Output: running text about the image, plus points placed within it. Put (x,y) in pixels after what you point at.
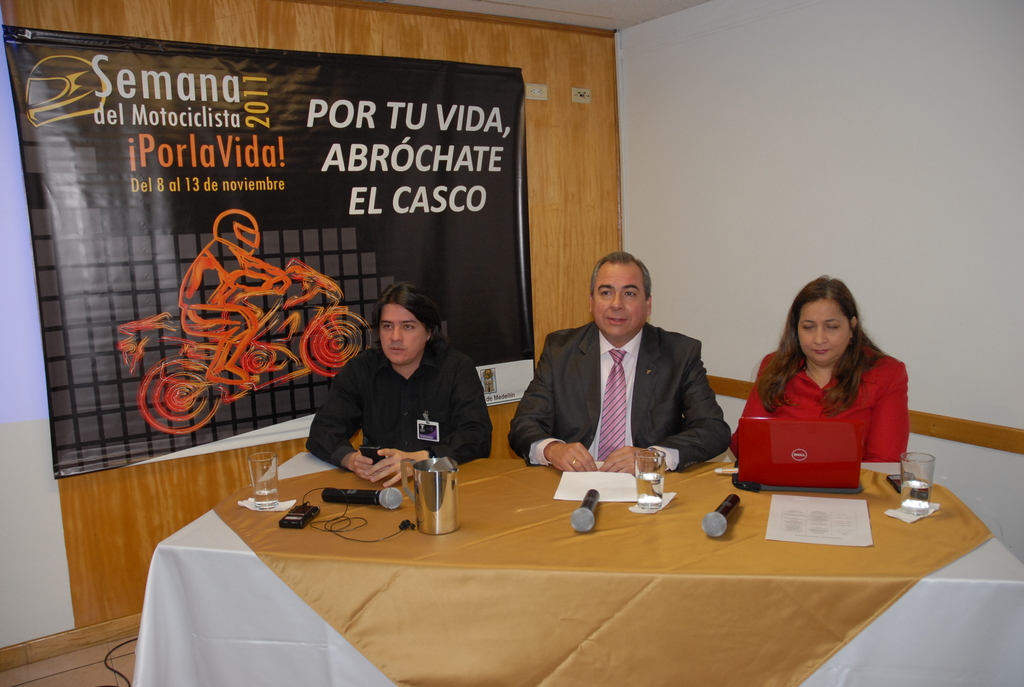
In this image there is a table (520,552). There are mikes (580,530) and glasses (644,503). There is a laptop (738,474). There are people (537,441). There is a wall (969,175). There is a banner (512,107).
